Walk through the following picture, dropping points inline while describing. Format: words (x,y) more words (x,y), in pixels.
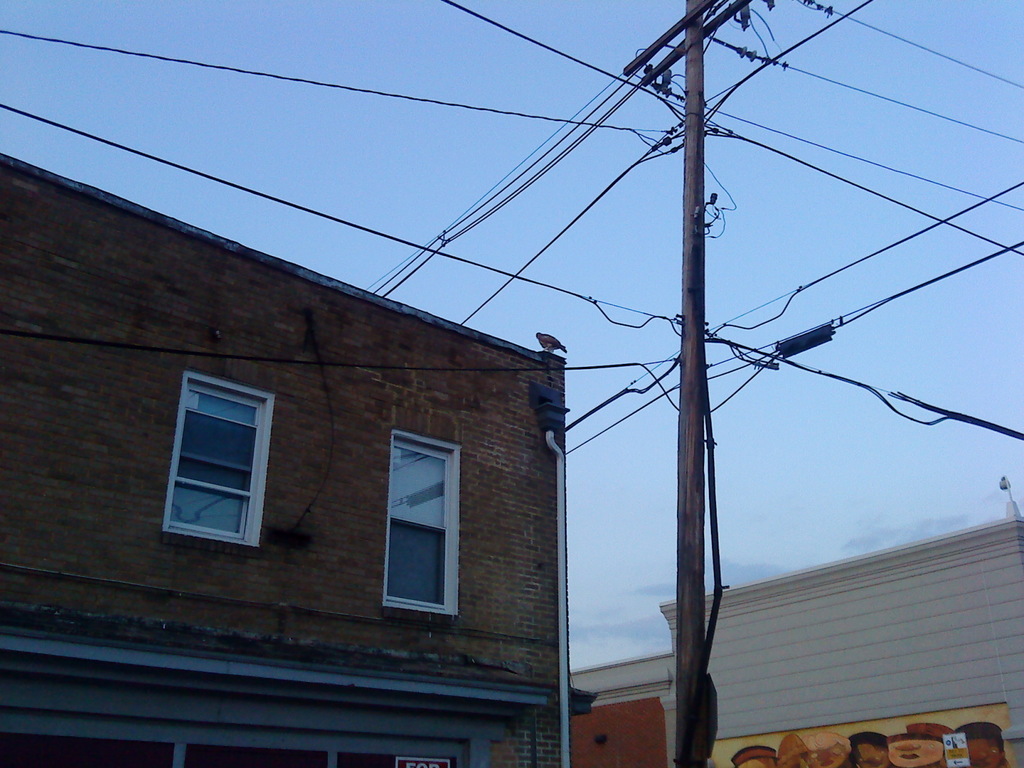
In this image we can see some houses (478,575), electric pole (691,547), wires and top of the image (536,190) there is clear sky (556,233).
